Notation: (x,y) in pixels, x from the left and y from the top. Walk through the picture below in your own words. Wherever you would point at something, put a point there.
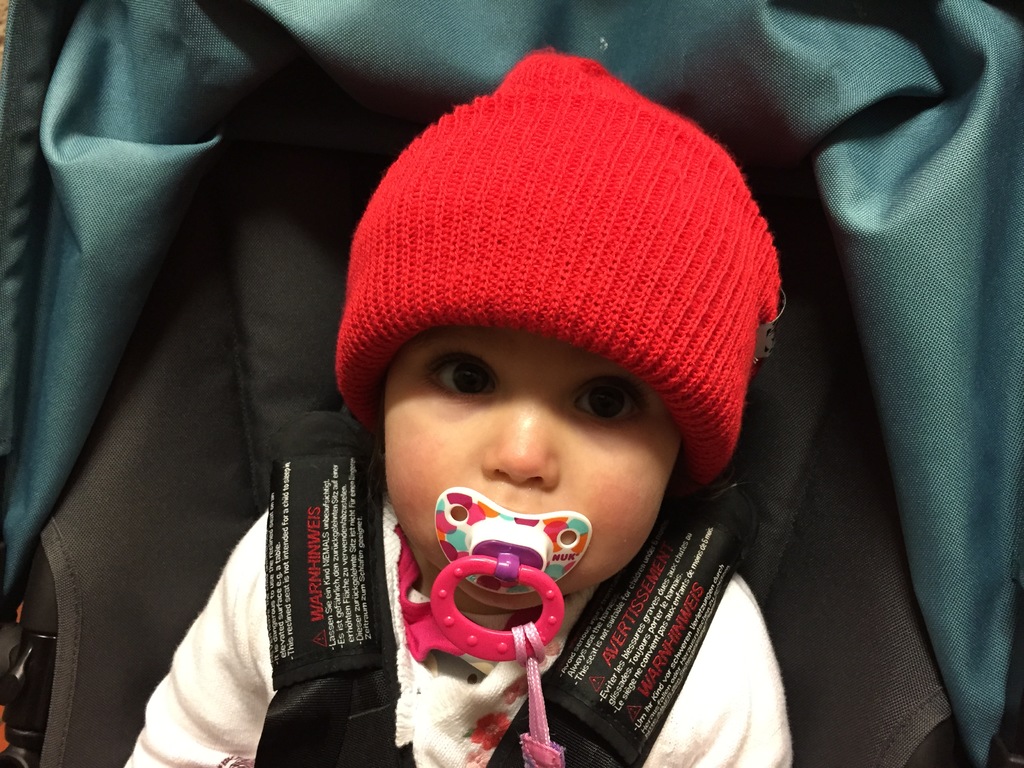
In this picture we can see a baby (264,554) and this baby (409,564) is wearing a cap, here we can see an object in mouth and in the background (289,419) we can see a chair (291,405).
